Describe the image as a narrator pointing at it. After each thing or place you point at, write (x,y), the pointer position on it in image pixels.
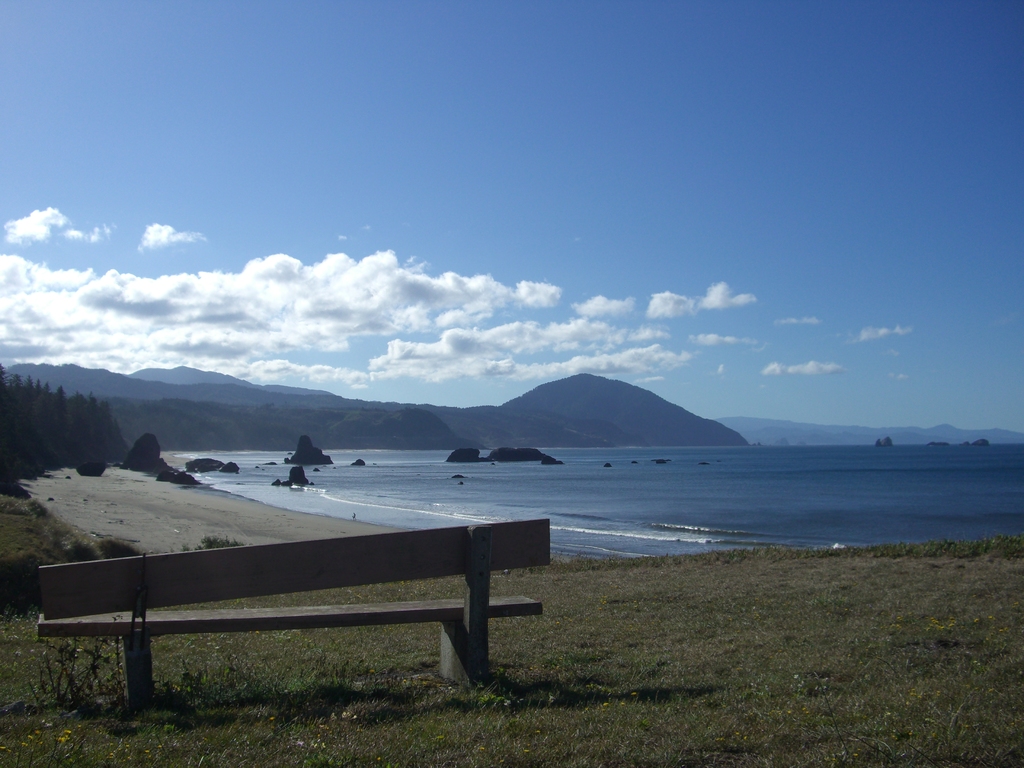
In the image there is a sea (417,485) and around the sea (401,485) there are mountains (58,381), trees (20,382) and there is a bench (165,618) on the grass (839,651) in the foreground (112,635).
